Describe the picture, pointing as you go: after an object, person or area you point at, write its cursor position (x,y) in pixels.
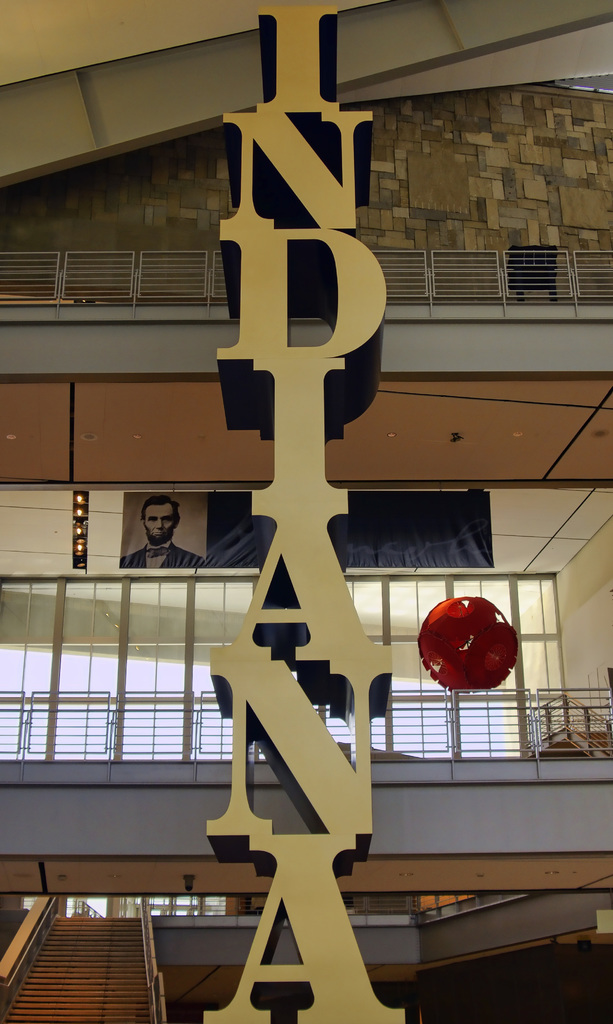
In the center of the picture (245,642) there is a hoarding (305,768). In the background (127,977) there are railings (186,727), banners (152,541), staircase (93,973) and glass windows (416,607).
